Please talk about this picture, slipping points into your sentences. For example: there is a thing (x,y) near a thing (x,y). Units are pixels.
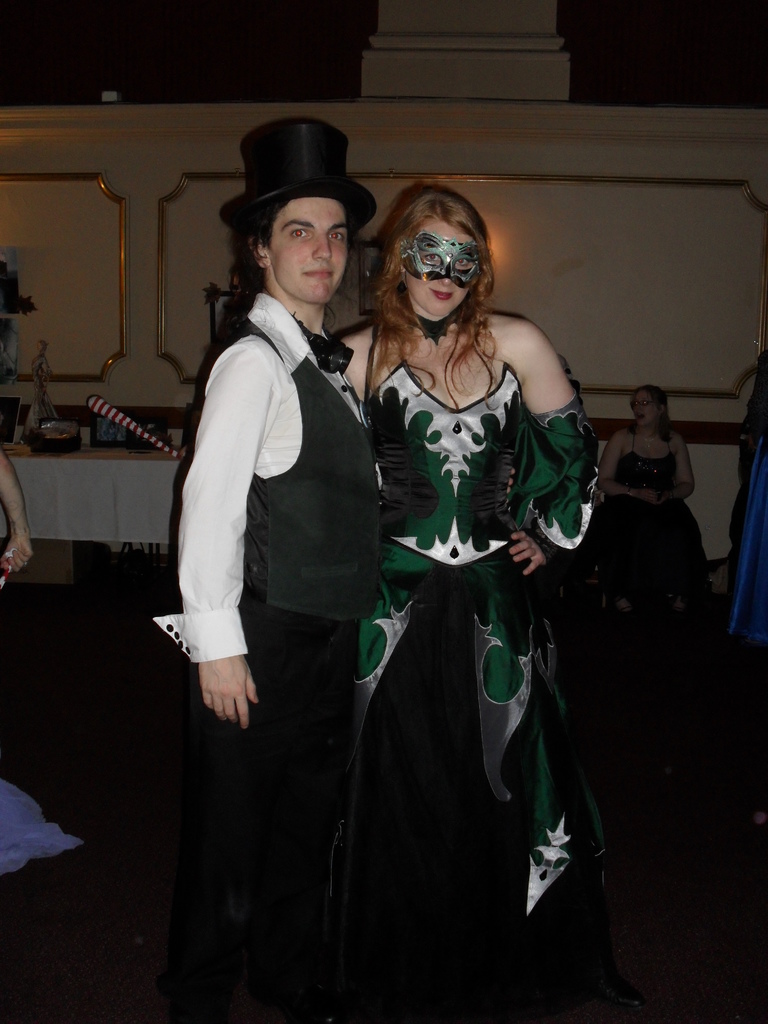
In this image there are two persons (276,542) standing and smiling, and in the background (665,378) there are group of people (6,486), some objects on the table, wall (45,298).
